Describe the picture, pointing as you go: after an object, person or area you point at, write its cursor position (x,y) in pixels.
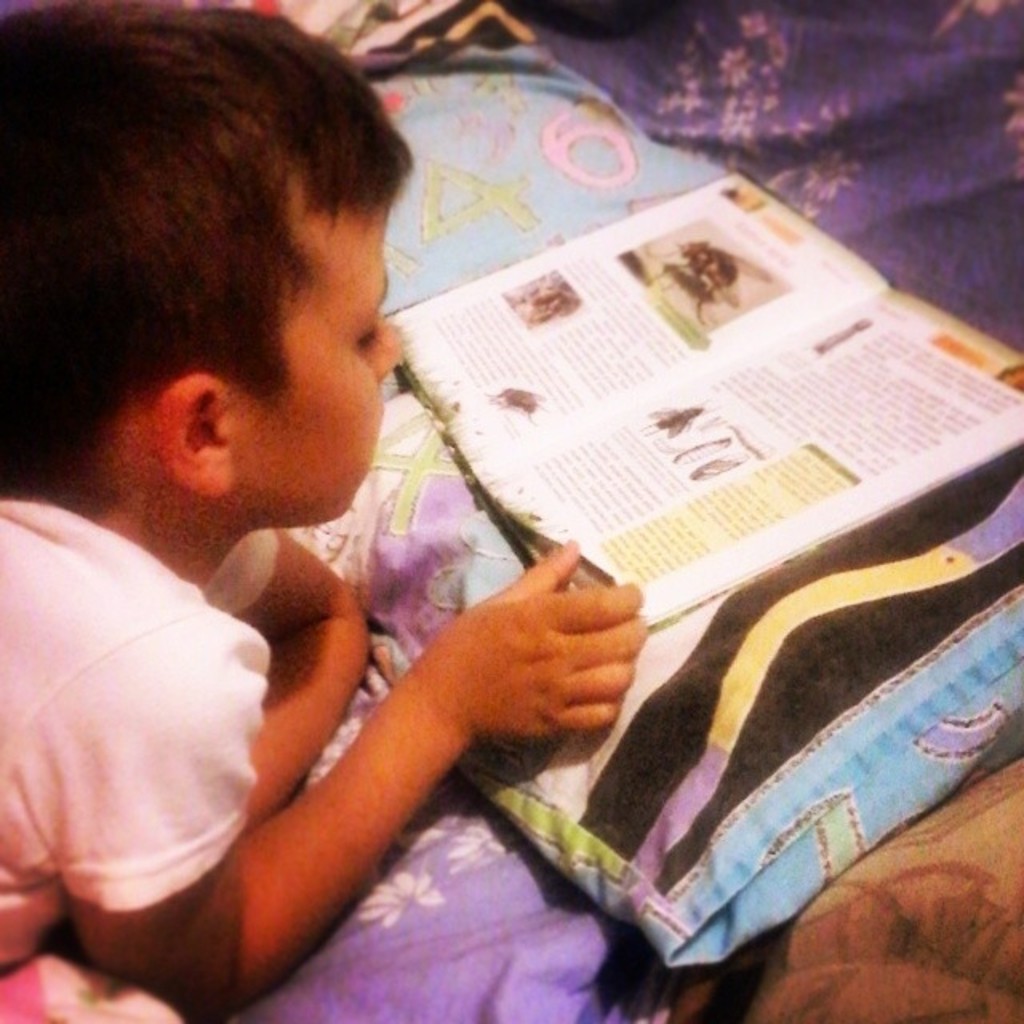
In the image there is a boy (153,563) laying on bed (586,930) with book (561,323) in front of him on a pillow (719,622).
